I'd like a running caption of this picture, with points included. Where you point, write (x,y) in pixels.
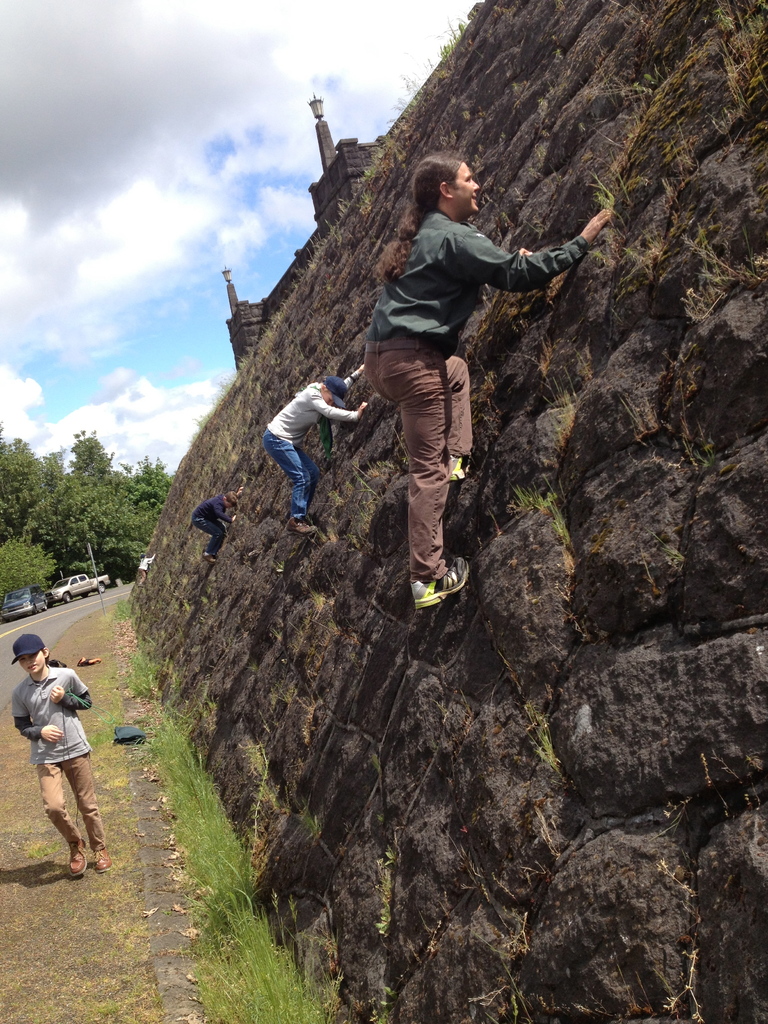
In this image, there are a few people (401,316). Among them, some people (215,555) are climbing the wall (194,591). We can see the ground (58,607) with some objects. We can see some trees (95,469), vehicles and the sky (142,367) with clouds (154,11). We can see some grass (217,857). We can see some pillars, poles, lights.
